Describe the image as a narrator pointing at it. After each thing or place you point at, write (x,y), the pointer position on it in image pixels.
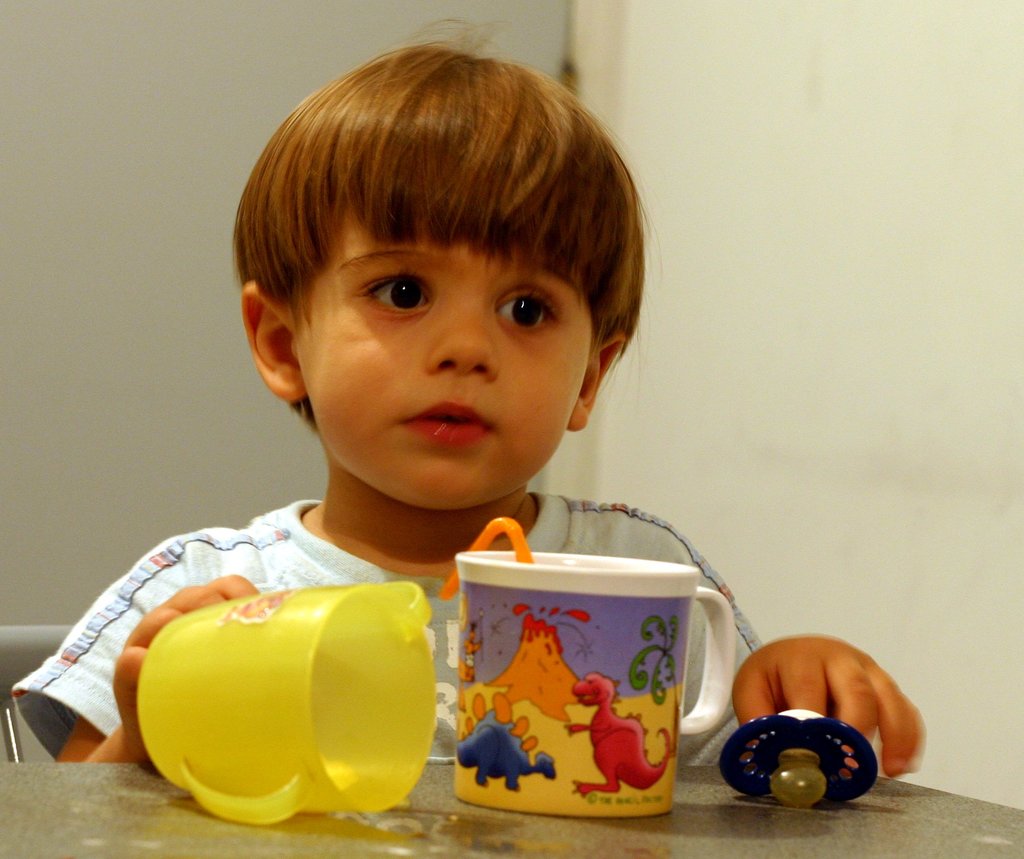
Here a kid (434,484) is sitting on the chair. There is a cup (556,738) on the table (791,850).
